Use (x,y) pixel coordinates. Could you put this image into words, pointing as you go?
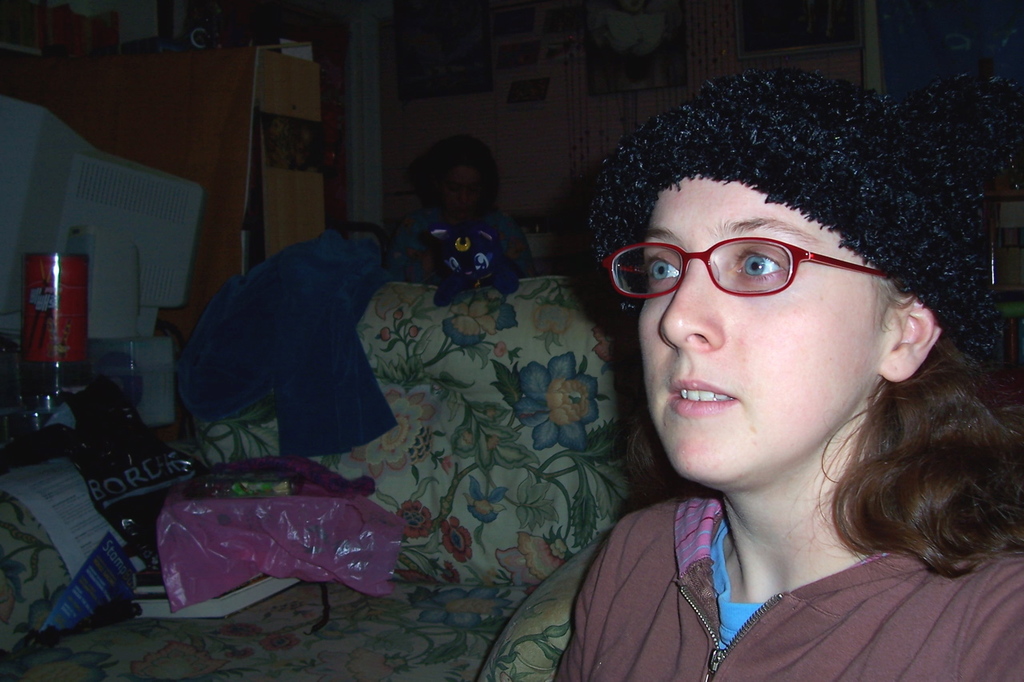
In this image I can see a person (920,354) is wearing black color cap (859,211). Back I can see few books (213,613), cover (285,521) and few objects (500,270) on the chair (417,554). Back I can see few object (637,37) and it is dark image.
